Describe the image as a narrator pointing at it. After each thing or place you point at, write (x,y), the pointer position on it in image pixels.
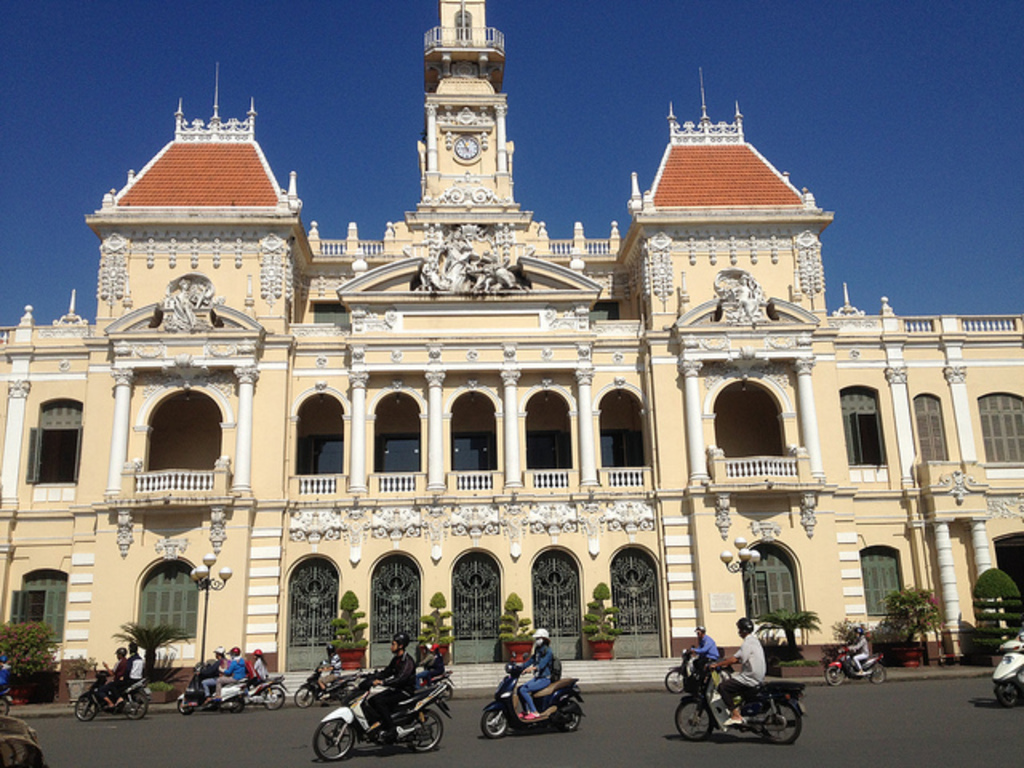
In this image there is a building (498,539) with the windows (196,600) in the middle (515,449). At the top of the building (476,144) there is a clock (465,151) which is attached to the wall (488,159). At the bottom (162,741) there is a road (914,721) on which there are so many motorbikes (708,690). In front of the building (292,605) there are plants (355,646). At the top (900,116) there is sky (869,122).
